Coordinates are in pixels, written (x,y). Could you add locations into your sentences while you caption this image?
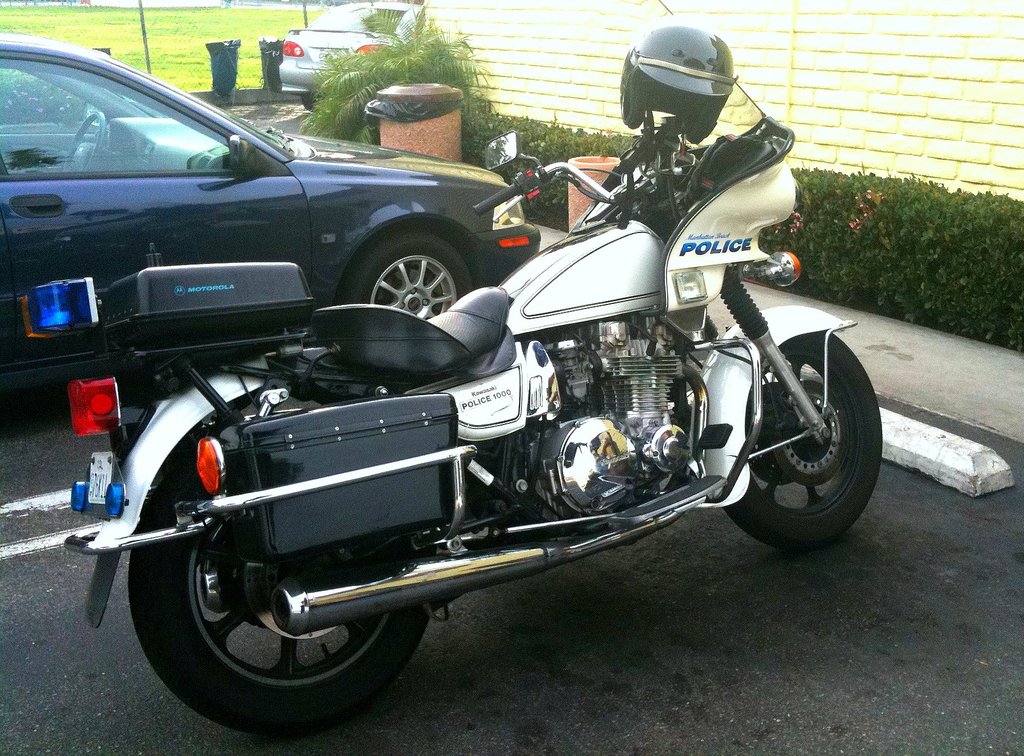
In this image there is a bike (130,417) and a car (174,246) parked, in front of them there are a few plants (956,279), dustbin (421,117) and other object (571,183), behind the plants (408,61) there is a wall (516,65). On the other side of the wall (438,23) there is an another vehicle (321,44) parked and there are few rods (139,10) and a few objects (223,58) are placed on the surface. In the background (218,29) there is grass (176,26).
